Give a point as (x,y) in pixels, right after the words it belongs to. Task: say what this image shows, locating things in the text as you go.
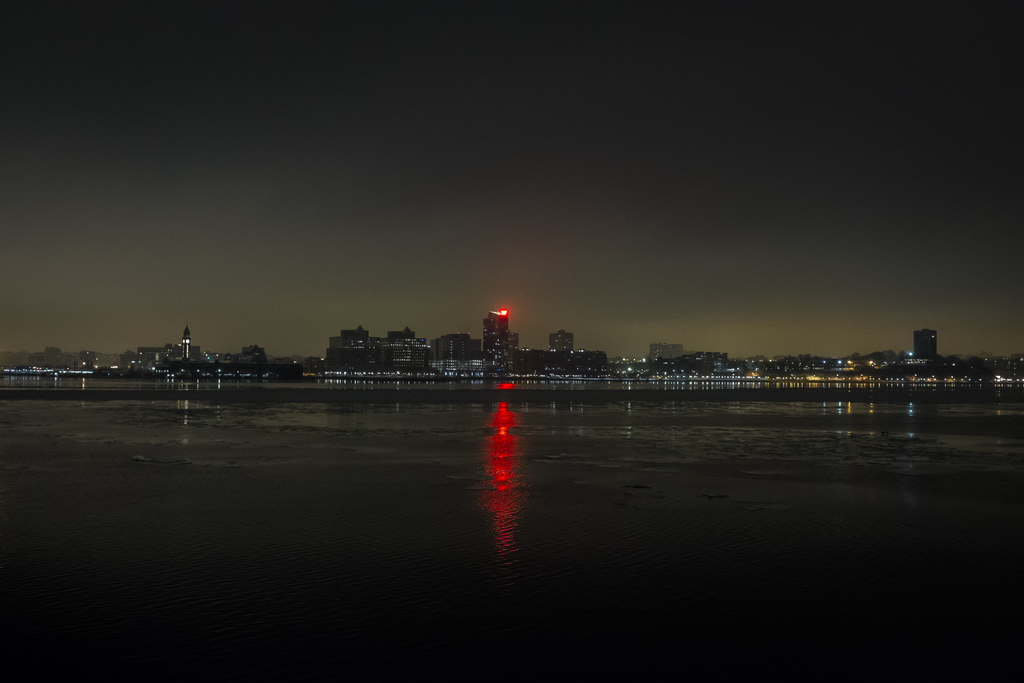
In the picture we can see a night view of the city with buildings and lights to it and a sky (769,139) which is dark.
